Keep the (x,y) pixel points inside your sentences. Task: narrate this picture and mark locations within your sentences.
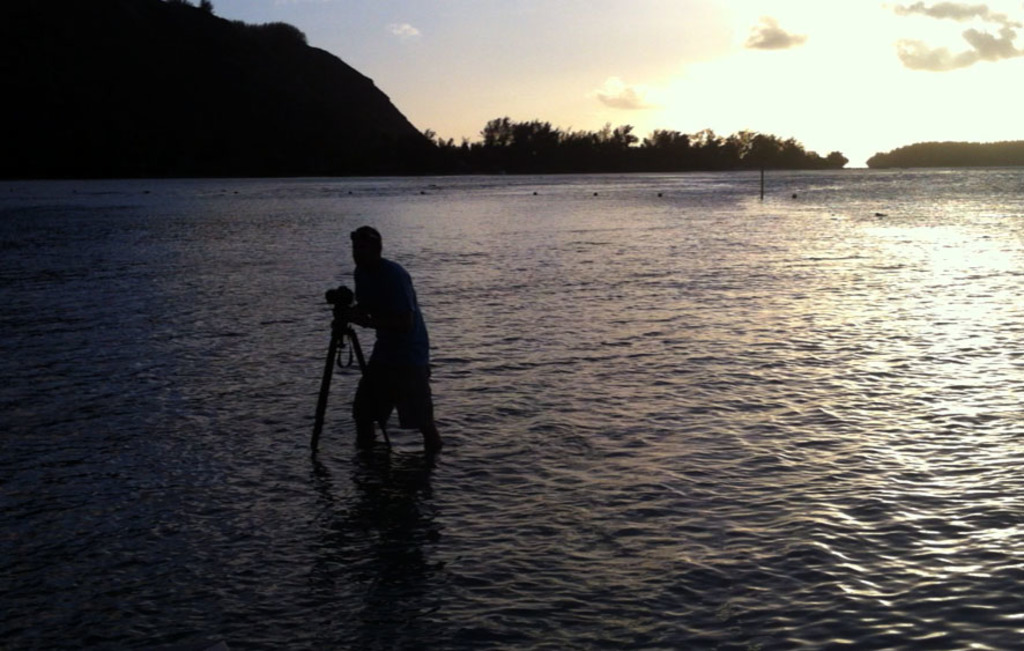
In this image I see a person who is holding a thing (336,317) in his hands (366,311) and I see the water (586,302). In the background (515,104) I see the sky (650,4) and I see it is dark over here.
